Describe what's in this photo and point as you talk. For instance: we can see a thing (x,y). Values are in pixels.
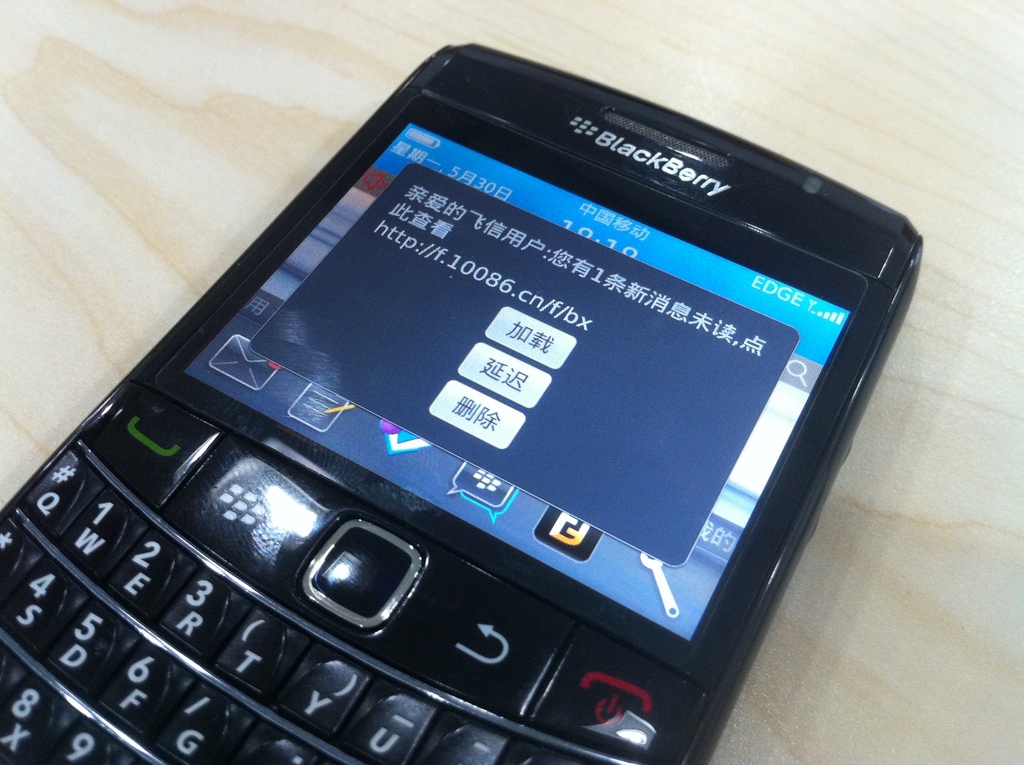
In this image I can see the mobile (314,551) on the cream and brown color surface (162,156).
